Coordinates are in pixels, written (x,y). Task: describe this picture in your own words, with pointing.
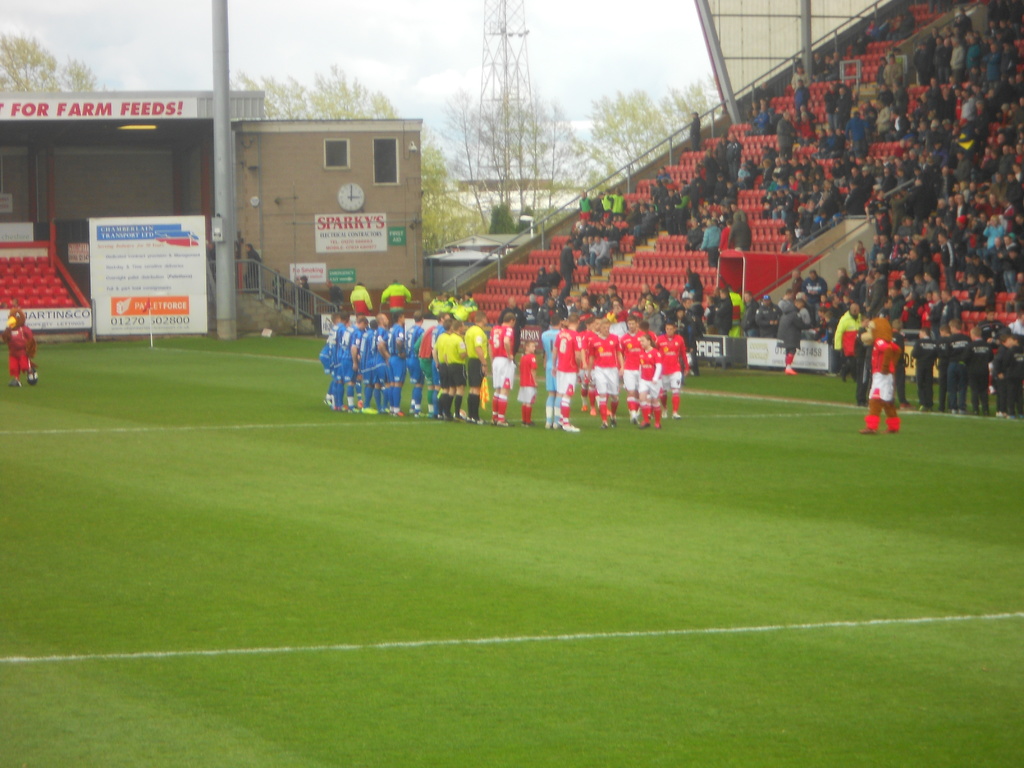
In this image we can see the stadium (510,395) and there are a few people (553,377) standing on the ground (597,425) and a few people (809,114) sitting in the stadium (854,245) and there are boards (760,360) with text (716,343) and at the left side (173,186), we can see the shed (269,262), tower (506,46) and railing (310,304). We can see the sky (459,48) in the background (389,24).
